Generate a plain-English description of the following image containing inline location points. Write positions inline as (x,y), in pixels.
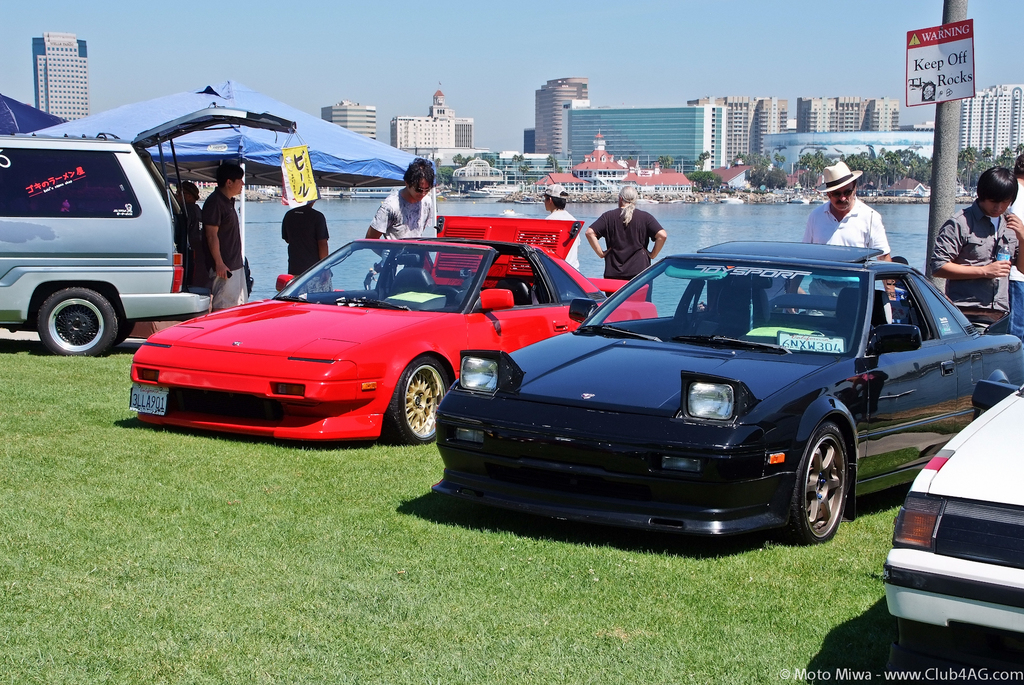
In this image in front (902,458) there are cars (920,460) on the surface of the grass (500,620). Beside the cars (500,274) there are people (1002,237). In the center of the image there is water (759,207). On the left side of the image (157,117) there are tents (269,133). In the background of the image (629,137) there are buildings (612,154), trees (865,161) and sky (735,33). There is some text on the right side of the image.
